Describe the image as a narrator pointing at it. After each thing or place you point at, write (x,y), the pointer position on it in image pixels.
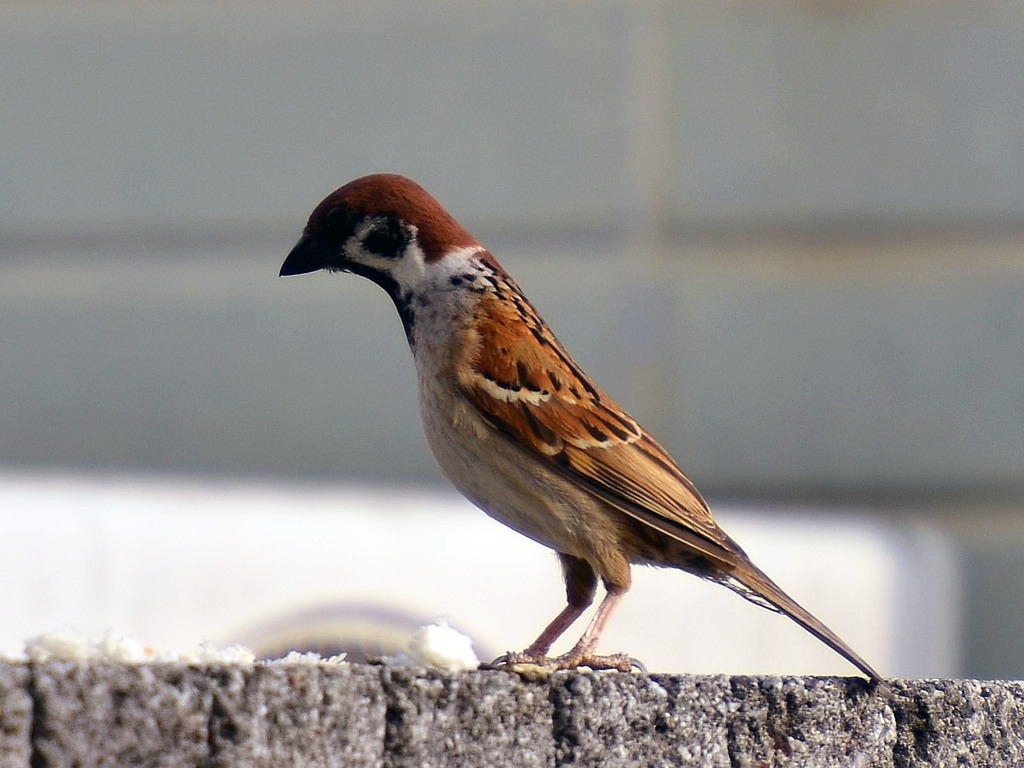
In this picture I can see a bird (430,265) which is of black, brown, white and cream in color and it is on a surface (610,693) and I see few white color things (292,656) near to it. I see that it is blurred in the background (894,417).
